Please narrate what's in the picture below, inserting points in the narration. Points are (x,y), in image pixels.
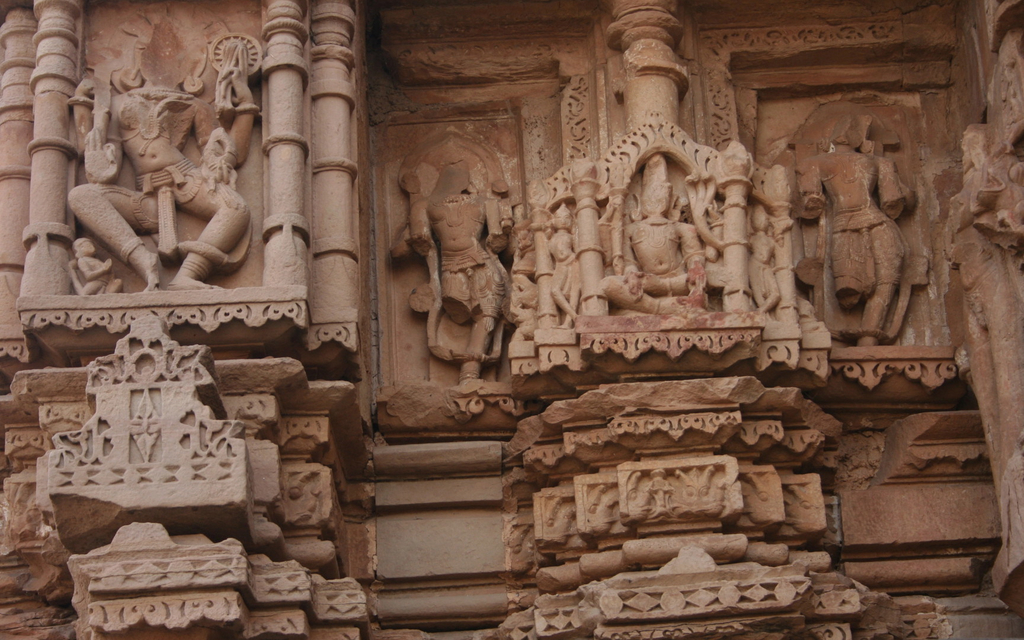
This picture is consists of stone carving (601,390).
